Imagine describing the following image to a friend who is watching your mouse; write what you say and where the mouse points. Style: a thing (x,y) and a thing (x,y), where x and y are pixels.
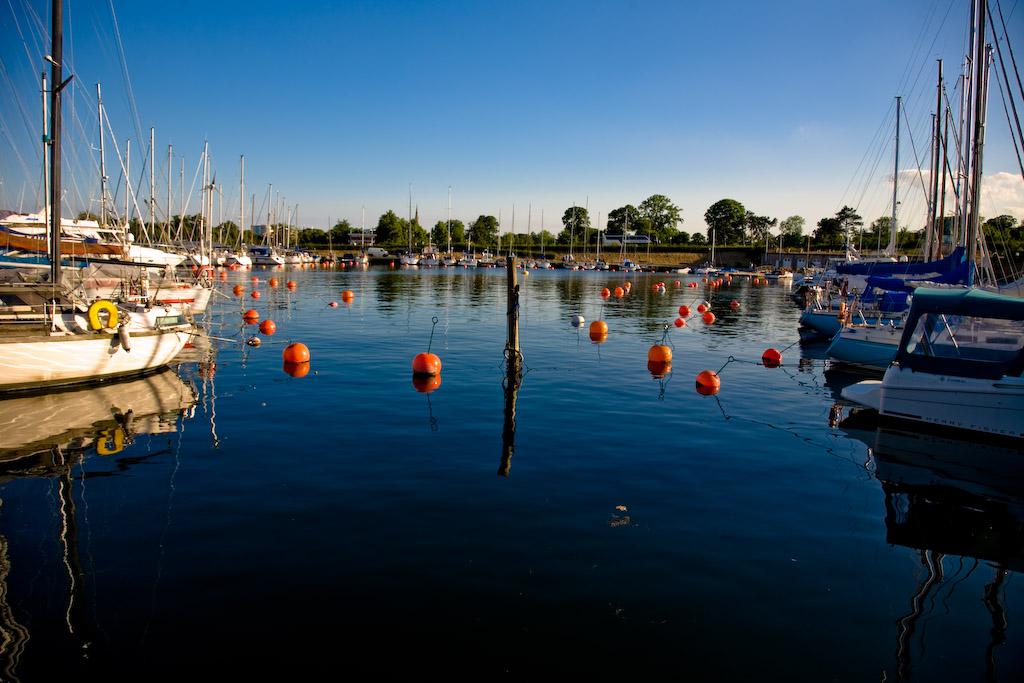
In this picture we can see there are poles (967,150) and some objects (256,280) on the water (343,361). Behind the boats (193,275) there are trees (729,236) and the sky (453,51). On the boats (975,285) there are poles (926,247).
